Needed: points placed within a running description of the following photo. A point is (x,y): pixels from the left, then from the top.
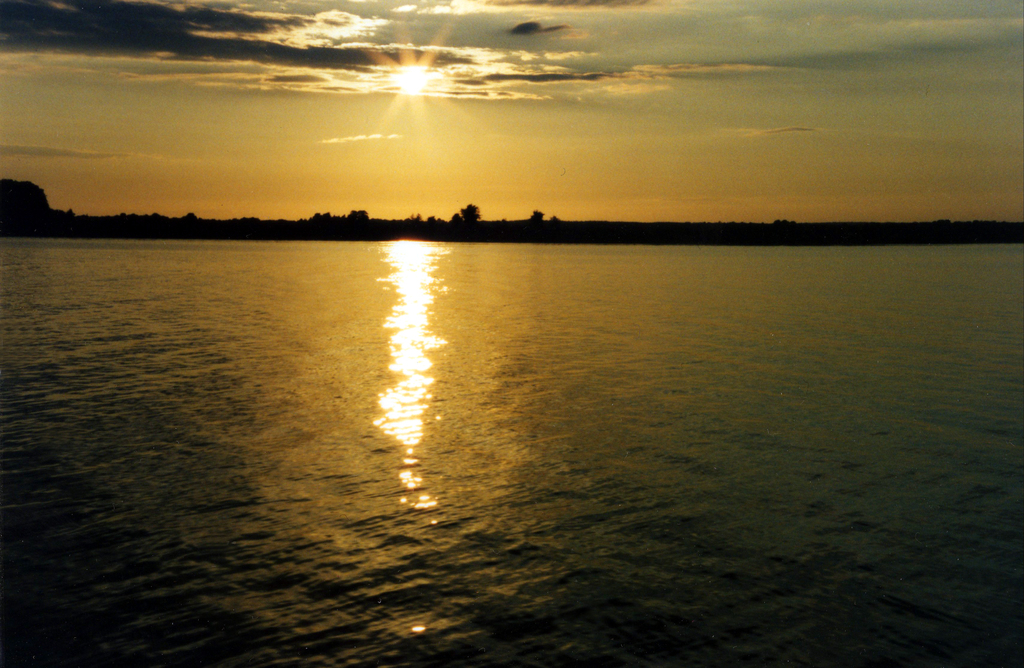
In this image there is the water (191,389). In the background (38,218) there are trees (853,224). At the top (711,79) there is the sky (627,65). There is the sun (407,77) in the sky (425,94).
